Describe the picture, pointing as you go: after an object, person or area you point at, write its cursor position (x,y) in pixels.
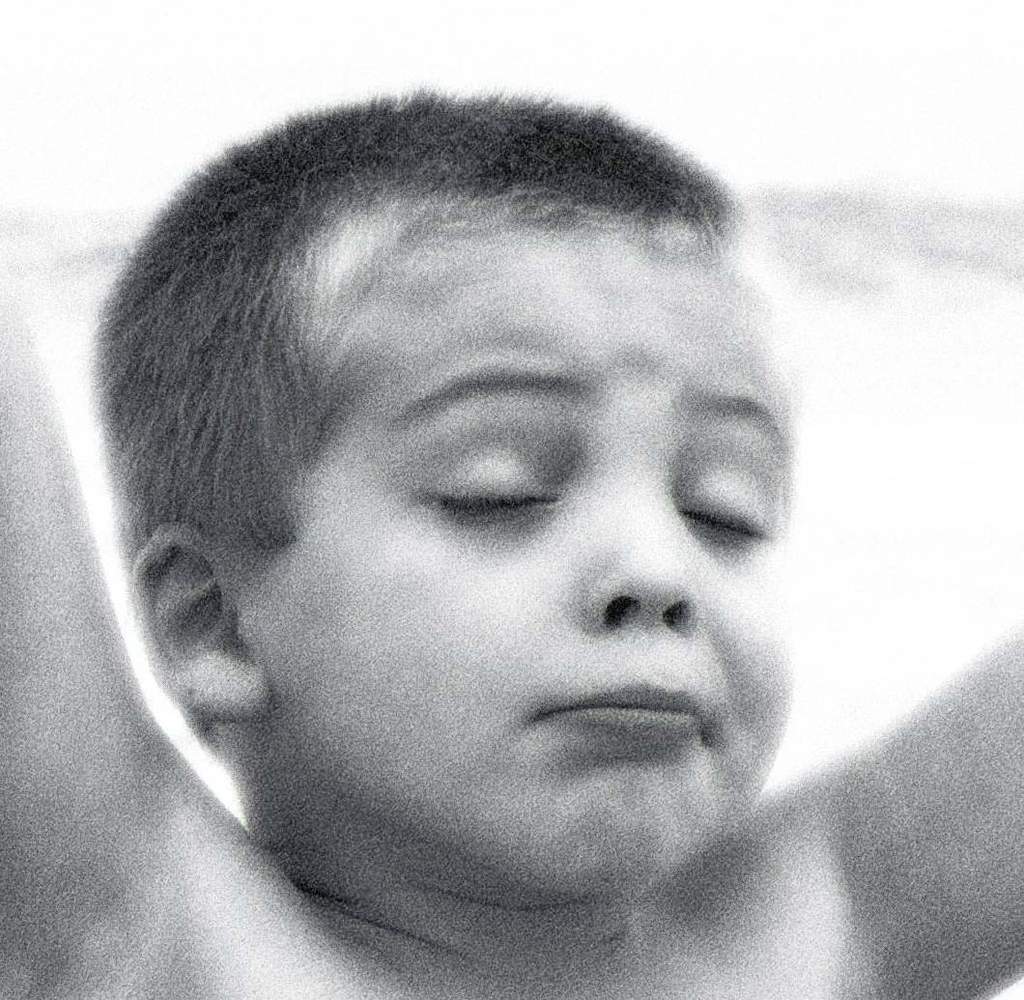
At the bottom of this image (512,673), there is a boy (564,749) stretched his hands (820,813) and having closed his eyes (531,479). And the background (22,145) is blurred.
